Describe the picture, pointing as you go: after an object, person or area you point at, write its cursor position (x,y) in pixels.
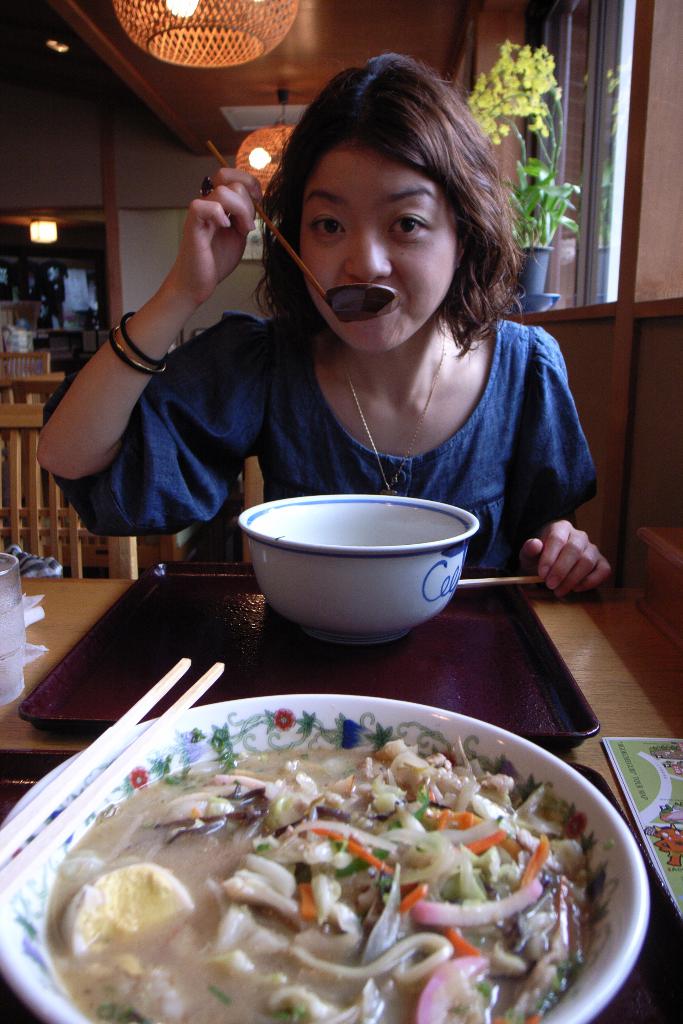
In this picture we can see a woman (132,421) who is sitting on the chair (257,482). This is table (63,621). On the table (65,596) there is a bowl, tray (471,691), food (329,806), and chopsticks (134,715). On the background (135,195) we can see a wall (138,171) and these are the lights (268,0). And there is a plant (502,132).
